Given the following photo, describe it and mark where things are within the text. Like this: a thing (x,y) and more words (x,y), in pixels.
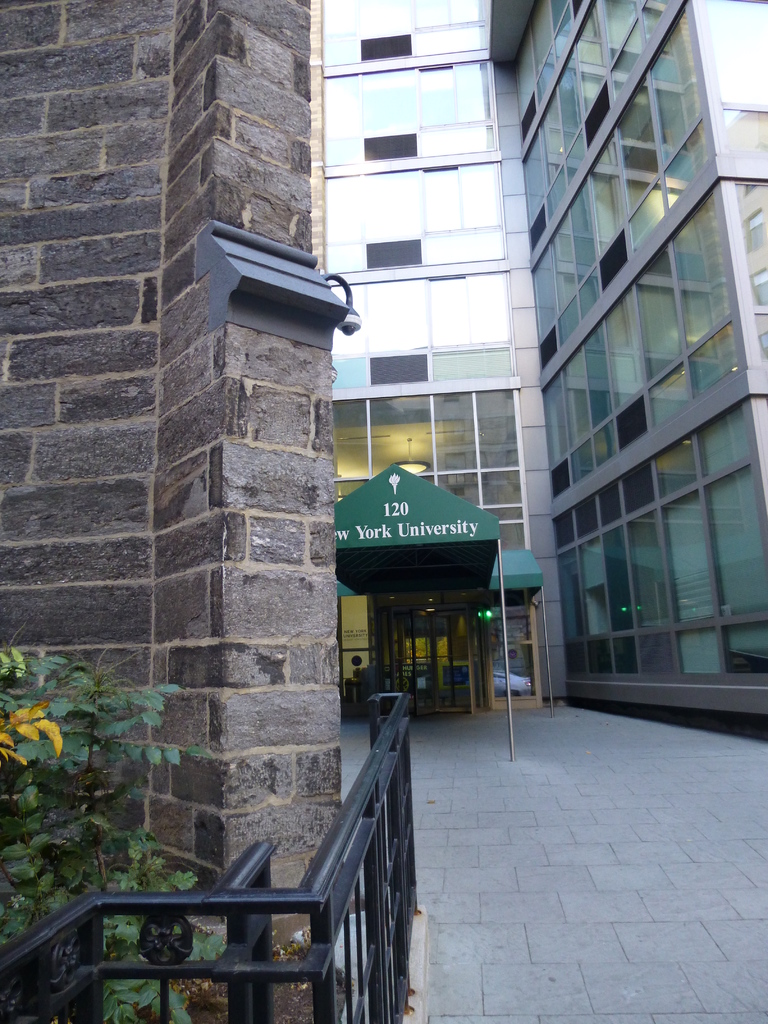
In this image I see a building (492,305) over here and I see words (398,527) and numbers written over here and I see the leaves (120,705) on the stems (88,766) and I see the wall (186,518) and I see the path (502,887).
